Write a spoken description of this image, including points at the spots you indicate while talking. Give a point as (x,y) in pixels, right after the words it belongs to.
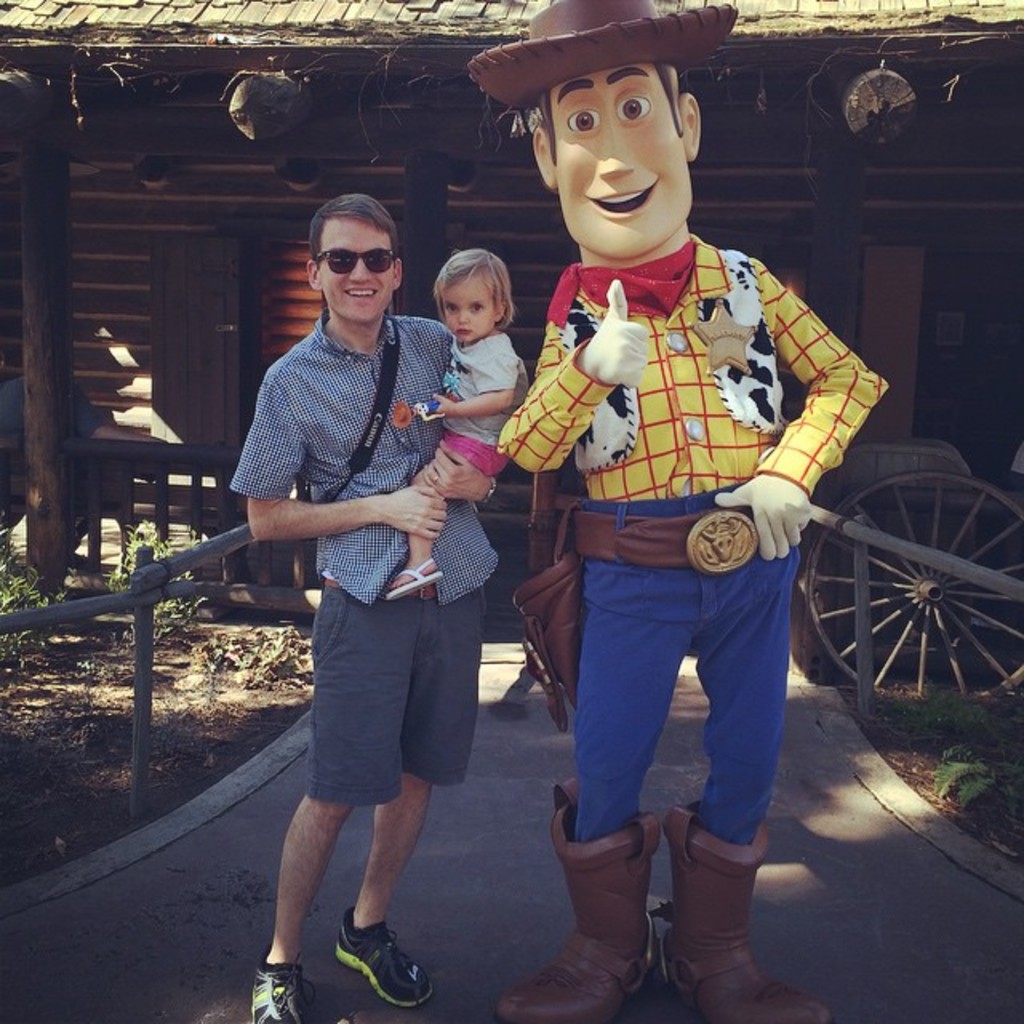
In this picture we can see a person (279,483) carrying a child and in the background (289,552) we can see a shed (290,570).
